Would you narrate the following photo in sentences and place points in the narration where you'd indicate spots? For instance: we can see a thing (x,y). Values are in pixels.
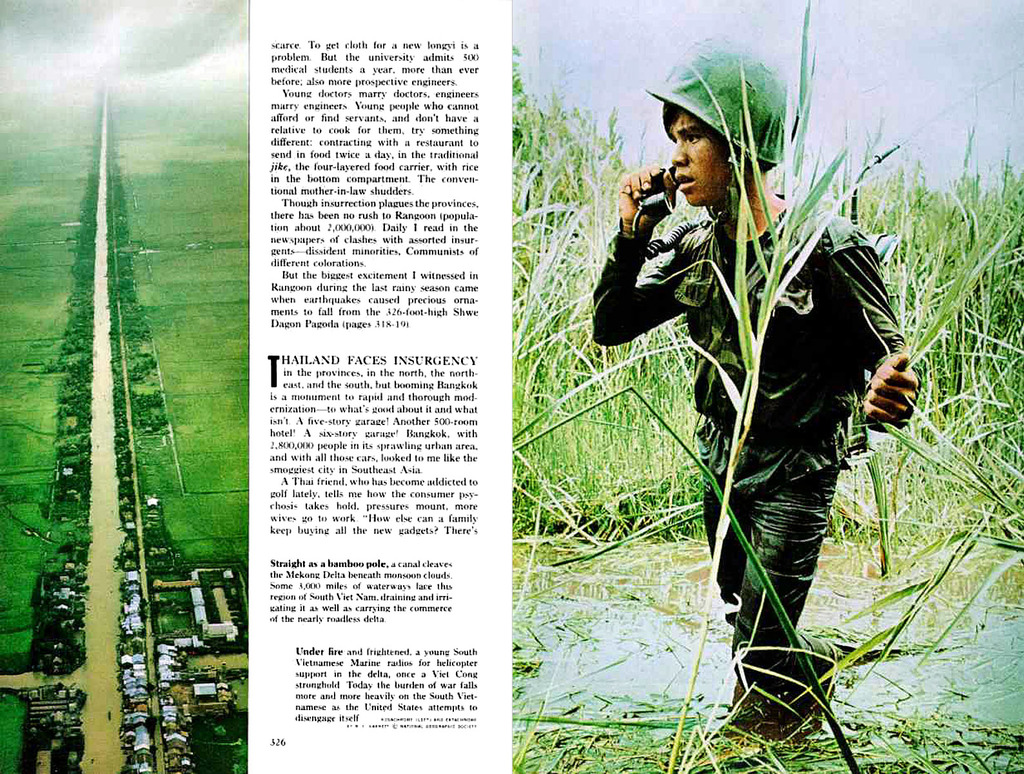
In this picture we can see a poster (689,288), on this poster (689,288) we can see a person (740,556) holding telephone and wore helmet (752,73) and we can see grass (793,773) and water (110,493).
